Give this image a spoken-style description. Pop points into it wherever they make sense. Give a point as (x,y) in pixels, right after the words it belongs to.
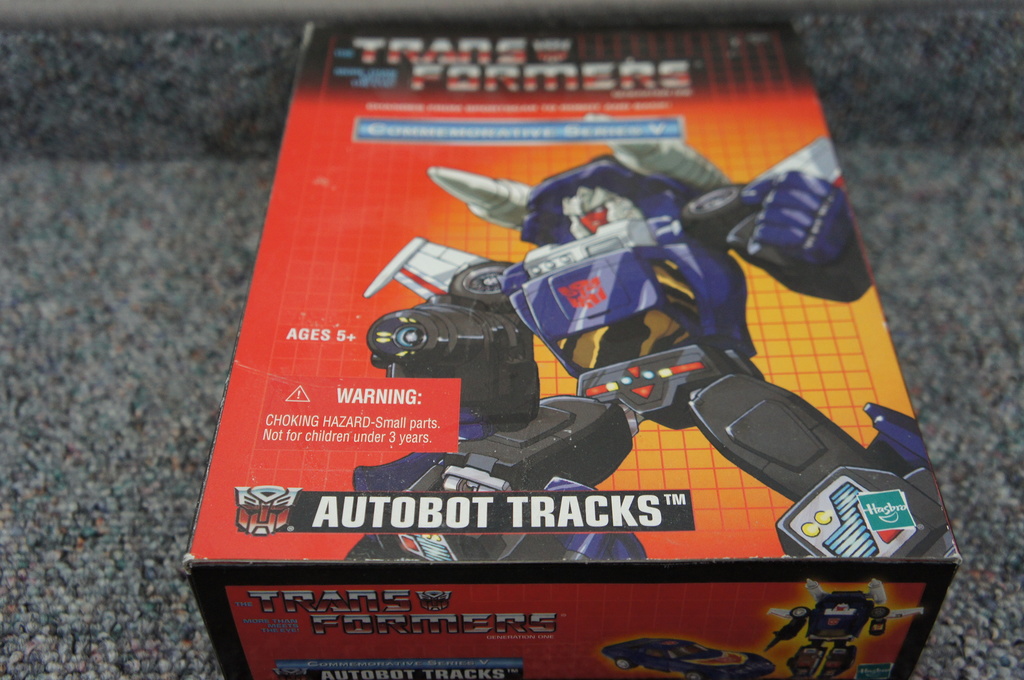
This picture contains a box (367,328) which is in red, orange and blue color. On the top of the box (612,337), we see a robot (696,342) and text (507,517) written as "AUTOBOT TRACKS". In the background (117,273), it is grey in color and it is blurred.
